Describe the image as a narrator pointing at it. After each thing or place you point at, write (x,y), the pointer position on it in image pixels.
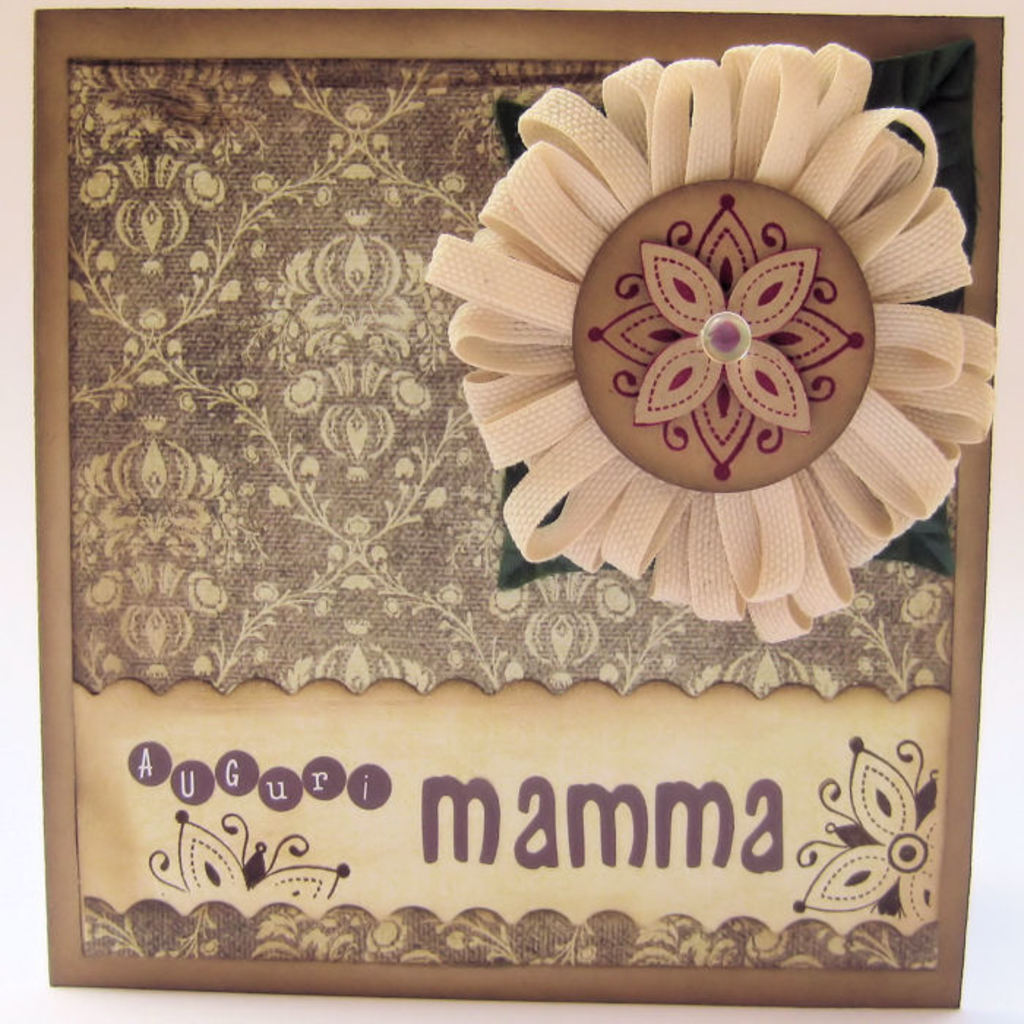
In this picture it looks like a motif, there is the text (666,818) at the bottom (600,816). On the right side (855,185) there is a cloth (752,499) in the shape of a flower.
